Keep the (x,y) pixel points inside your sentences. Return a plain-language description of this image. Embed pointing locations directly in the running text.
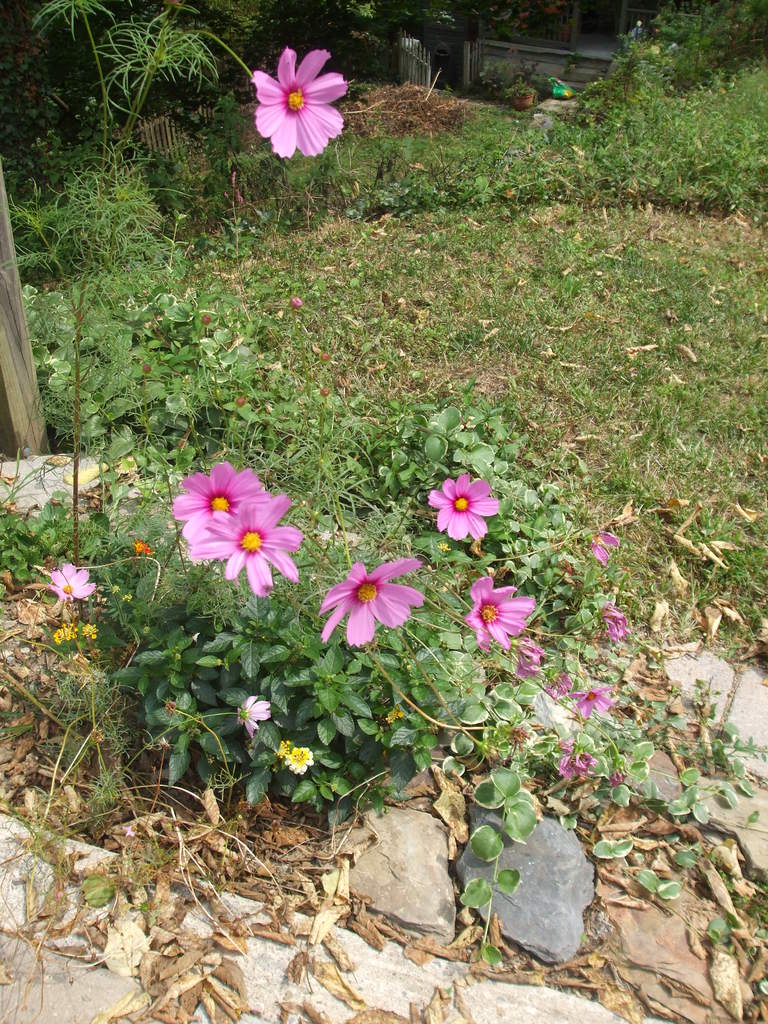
In this image there are plants (296,507) with the flowers (381,579) on it. At front (518,849) there are stones (497,909) and we can see grass (477,281) on the surface (532,203). At the back side (468,81) there is a gate (477,62).
